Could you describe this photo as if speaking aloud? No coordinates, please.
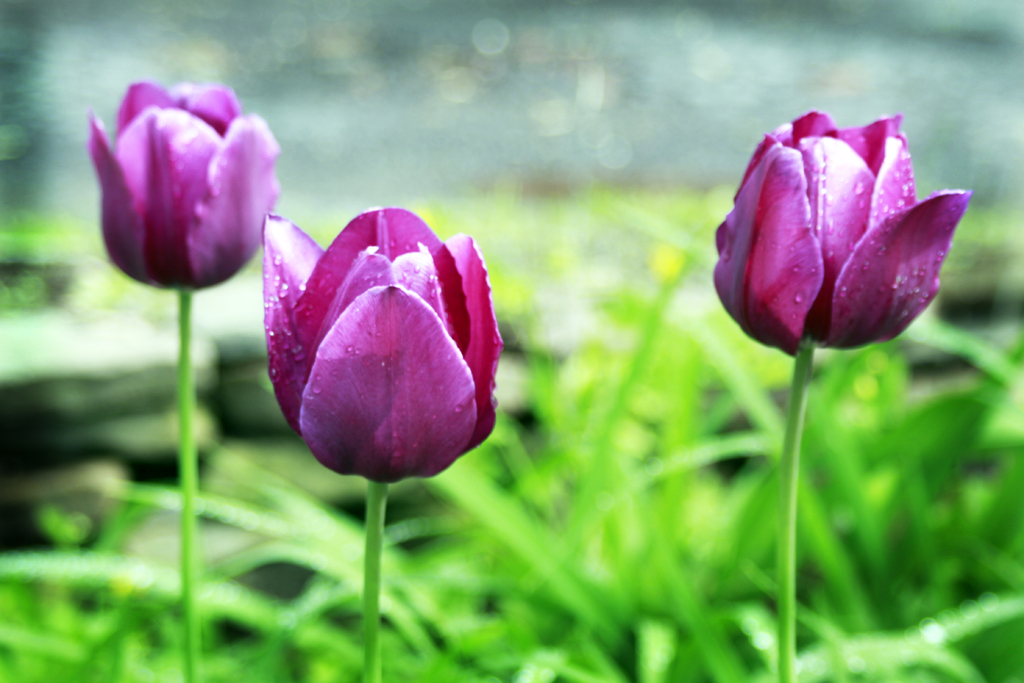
This picture contains three pink flowers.
